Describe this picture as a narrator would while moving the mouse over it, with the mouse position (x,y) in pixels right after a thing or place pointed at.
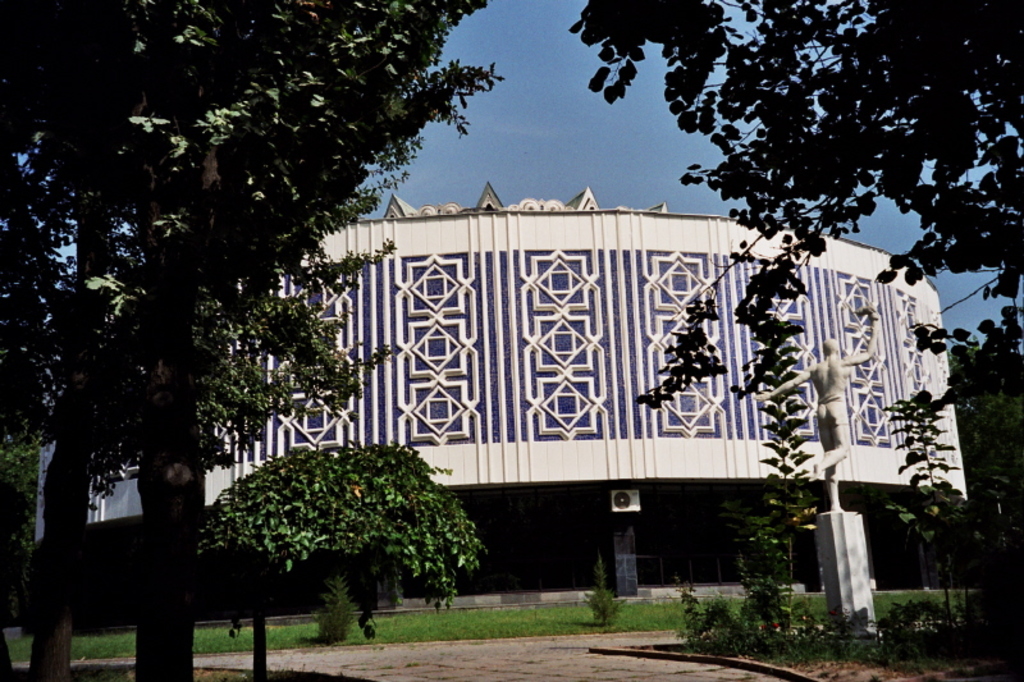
In the image there are many trees (921,436). Also there is a statue (841,464) on the pillar (829,559). And in the background (449,238) there is a building (424,397) with walls (412,424). On the walls (439,359) there are designs (534,310) and also there are pillars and there is an air conditioner (627,504). On the ground (427,629) there is grass (427,629) and also there are small plants (894,625).
